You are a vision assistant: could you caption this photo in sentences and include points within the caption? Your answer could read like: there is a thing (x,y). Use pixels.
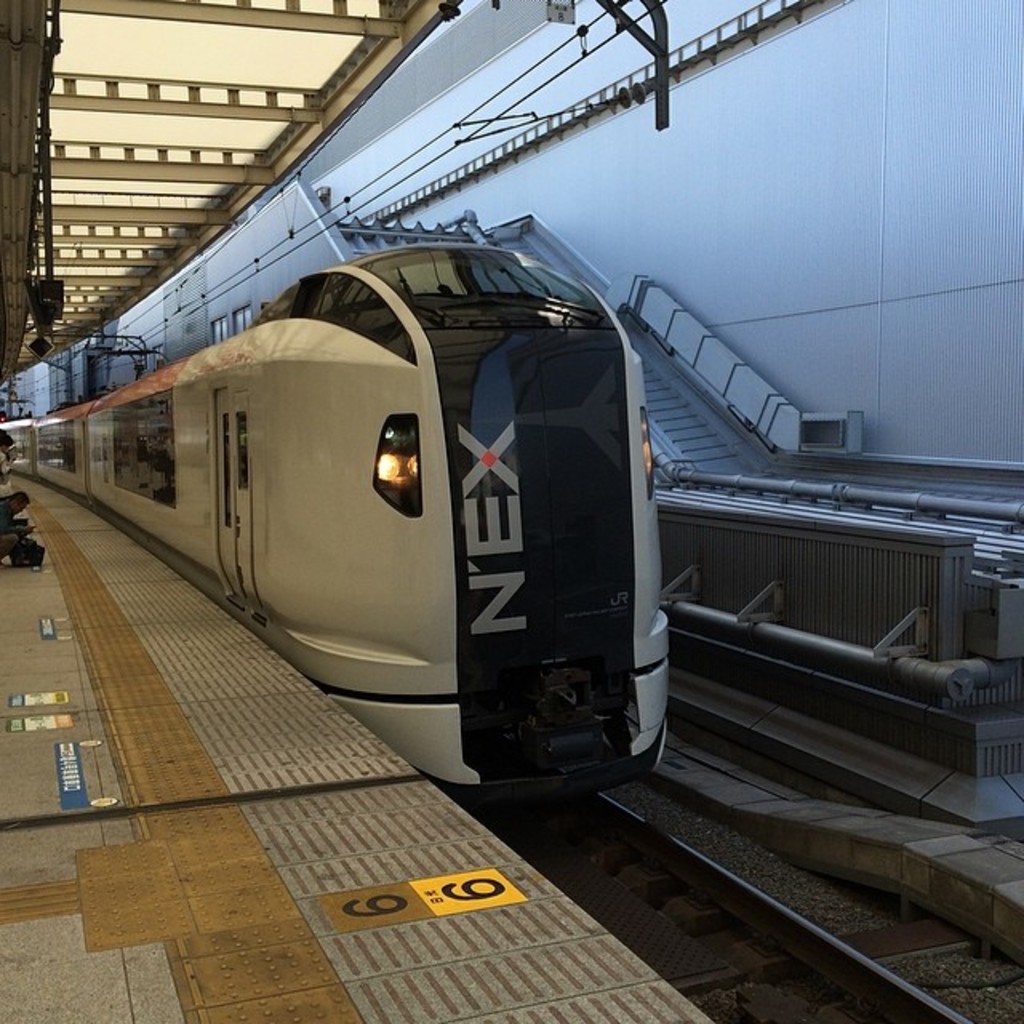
In this picture we can see a train (321,590) on a railway track (704,992), platform (190,607) with some people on it, steps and in the background (135,353) we can see rods (95,353).
